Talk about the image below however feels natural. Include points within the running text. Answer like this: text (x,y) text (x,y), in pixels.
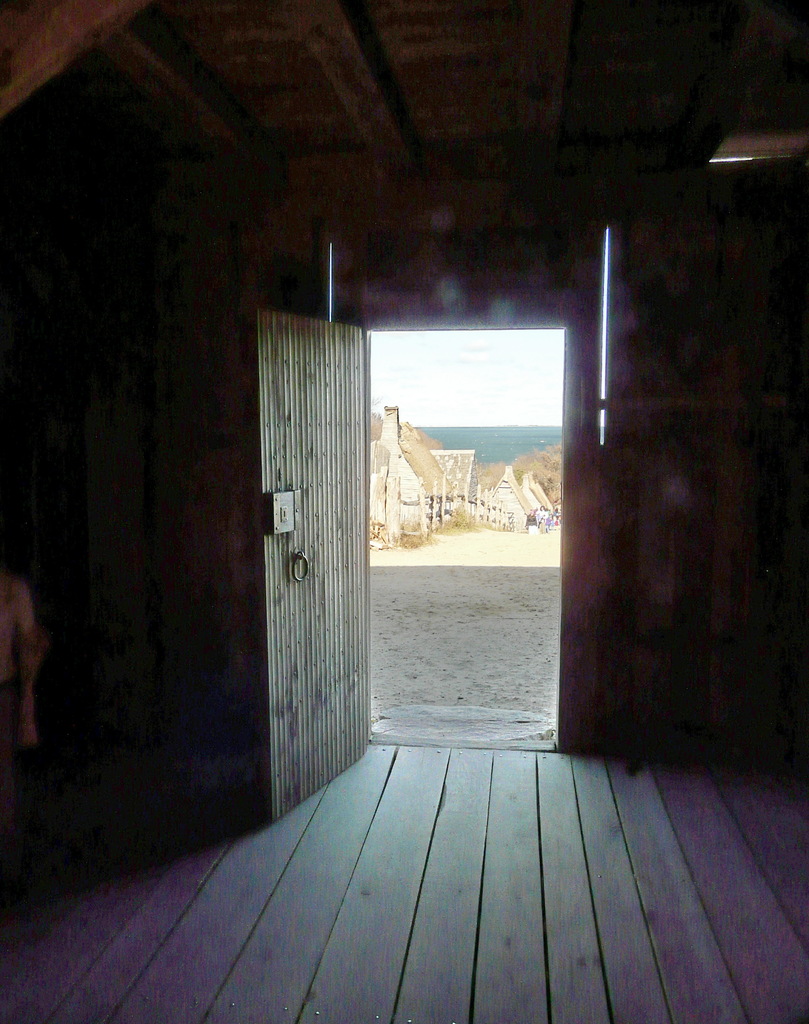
This image consists of a door (329,605). This looks like a room (57,198), which is built with wood (263,958). From that door (343,570), we can see, there is the sky (455,403) outside.
